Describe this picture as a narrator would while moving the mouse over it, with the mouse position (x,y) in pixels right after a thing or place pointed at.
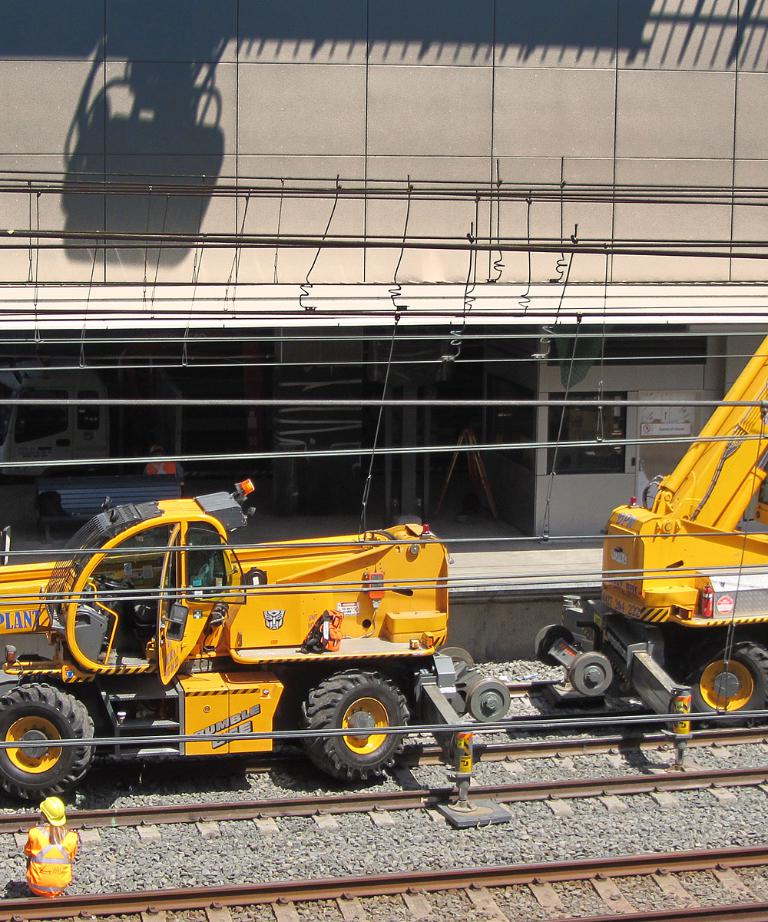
In this image, I can see the vehicles (436,649) on the railway tracks (128,904). At the bottom left corner of the image (65,870), I can see a person (57,875) sitting. In the background (164,422), there is a building (265,489), bench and a platform (466,572).
